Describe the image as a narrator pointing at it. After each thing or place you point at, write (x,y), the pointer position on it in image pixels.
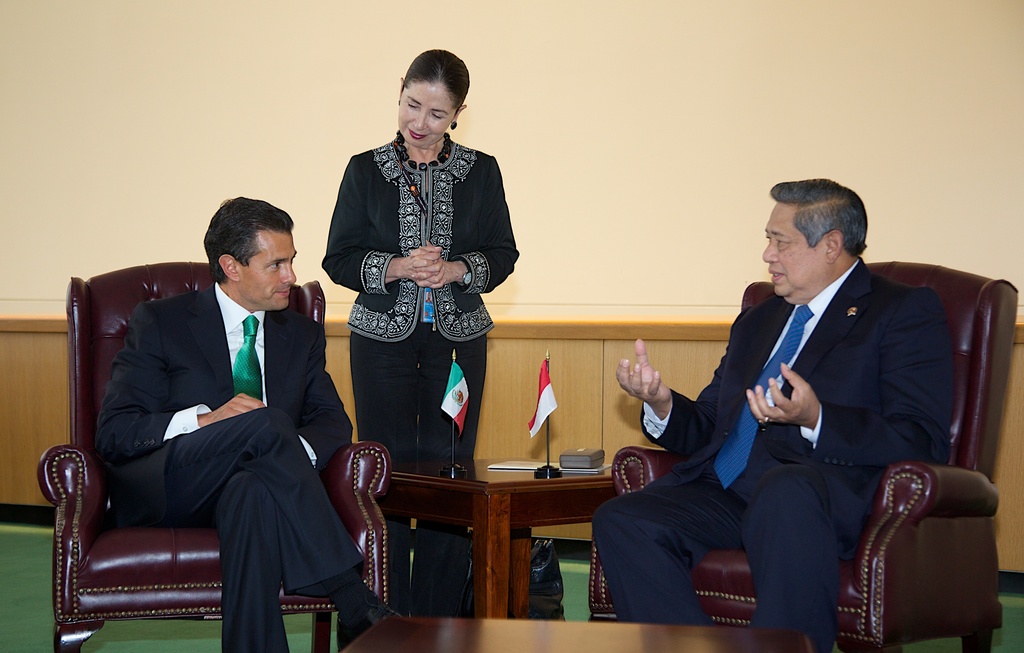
These two persons (728,396) are sitting on a chair (740,572) and wore suit (807,377) and tie (796,342). This man (818,351) is speaking with the other person (257,308), as there is a movement in his hands (646,378). In-between of this person's (329,392) a woman (381,392) is standing and wore black jacket (453,245). On this table (501,473) there are flags (456,408), box (596,461) and book (515,469).
